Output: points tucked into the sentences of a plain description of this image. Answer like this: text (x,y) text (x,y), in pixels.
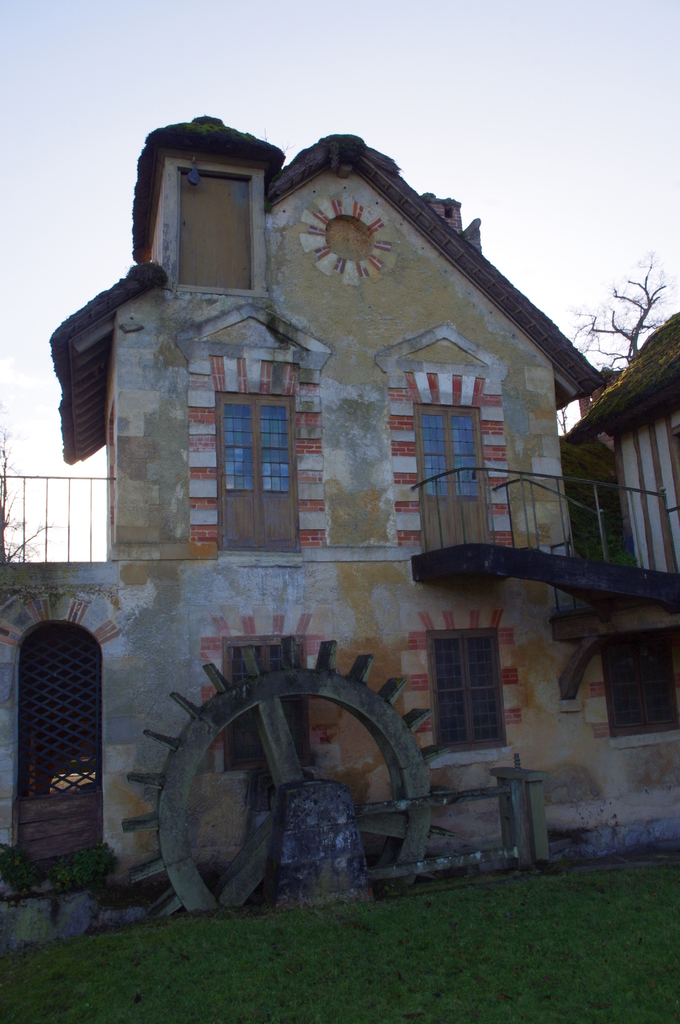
In this image, we can see there are buildings (261,203) having roofs (162,281) and windows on the ground (290,1017), on which there is grass (506,939). In the background (547,253), there are trees (1,443) and there are clouds (43,411) in the sky (144,69).
